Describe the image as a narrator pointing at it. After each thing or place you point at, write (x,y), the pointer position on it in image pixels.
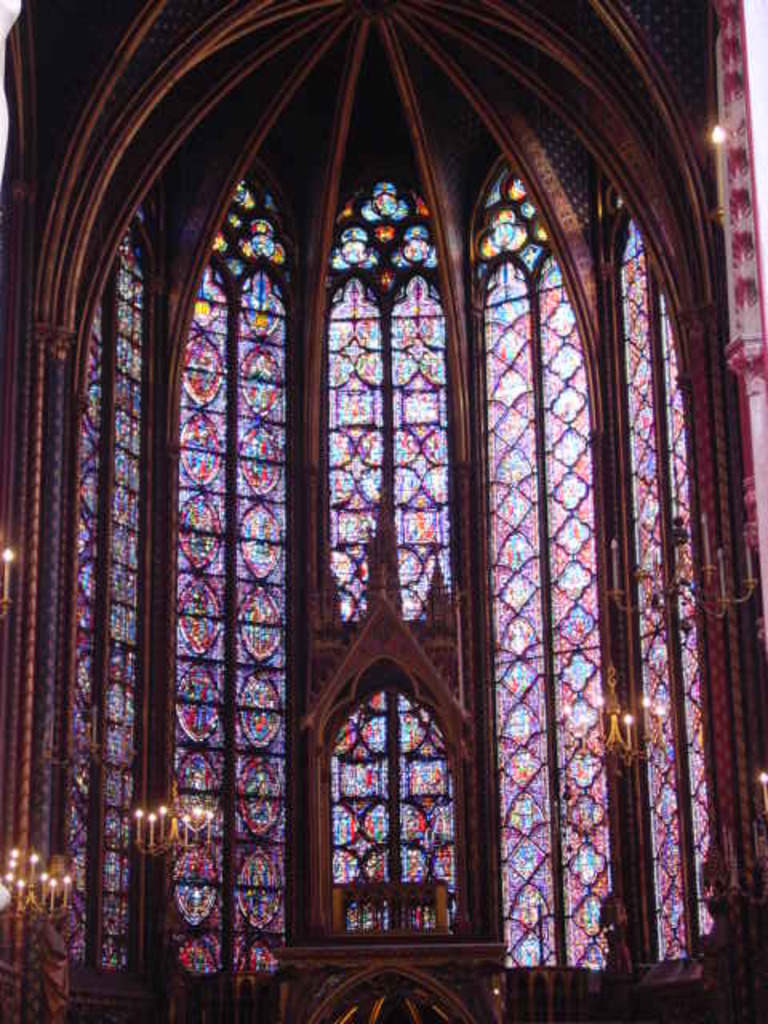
In this image, I think this picture was taken inside the building (411,662). These are the glass windows (347,497) with the glass paintings (416,518) on it. I can see the candle chandeliers (33,864), which are hanging. These are the candles (631,721) with the flames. At the bottom of the image (457,971), I think this is a table (415,978). I think this is the inside view of a spire (293,50).
